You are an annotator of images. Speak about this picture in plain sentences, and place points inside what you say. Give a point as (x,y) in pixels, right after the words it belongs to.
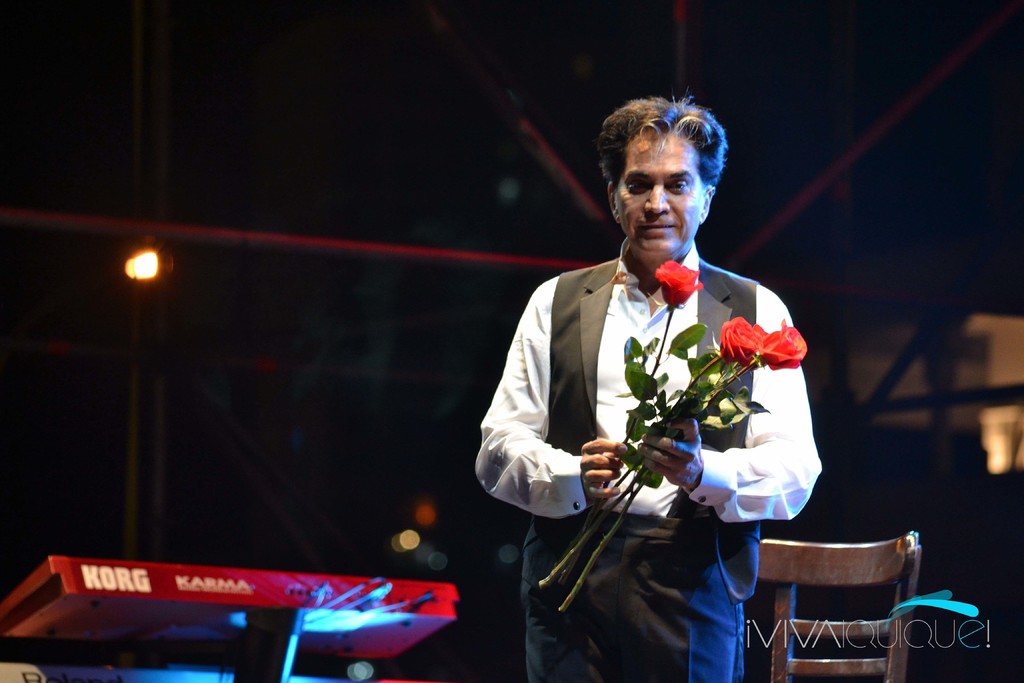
Here we can see a man (624,260) is standing and holding a roses (730,369) in his hand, and at back (884,633) here is the chair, and here is the light (139,262).
